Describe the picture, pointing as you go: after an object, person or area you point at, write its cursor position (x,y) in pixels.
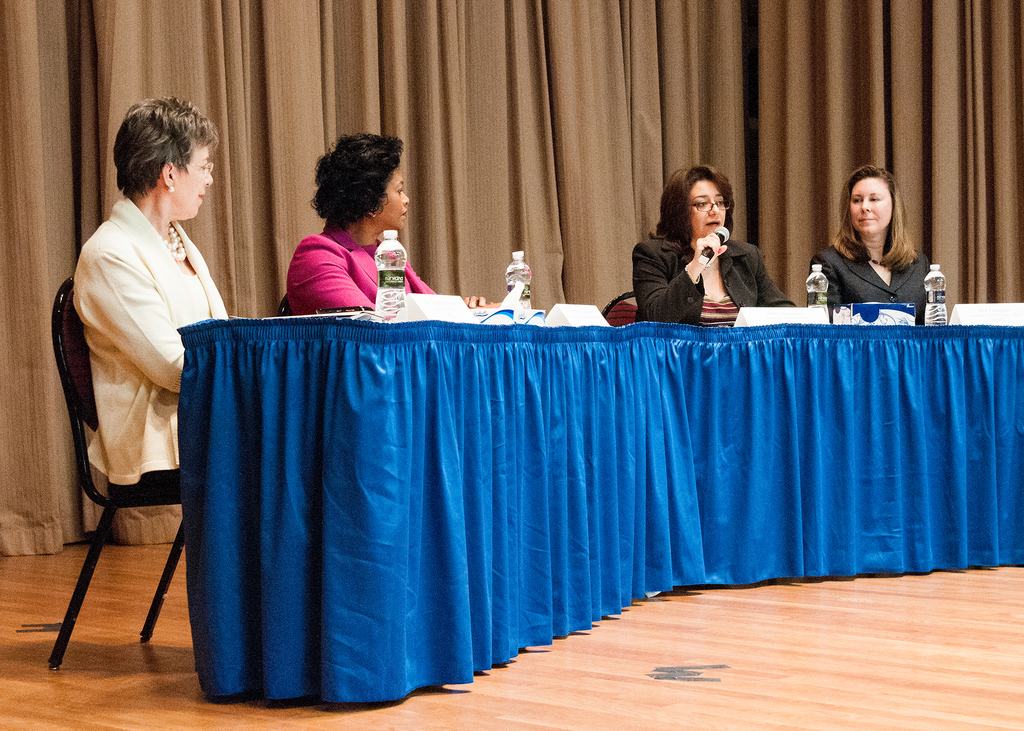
This picture shows four woman (113,479) Seated on Dais (123,570) in front (520,610) there is a table (245,320) On the table (442,539), you can see the water bottles (401,306). the third woman (764,269) speaks with the help of a microphone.
